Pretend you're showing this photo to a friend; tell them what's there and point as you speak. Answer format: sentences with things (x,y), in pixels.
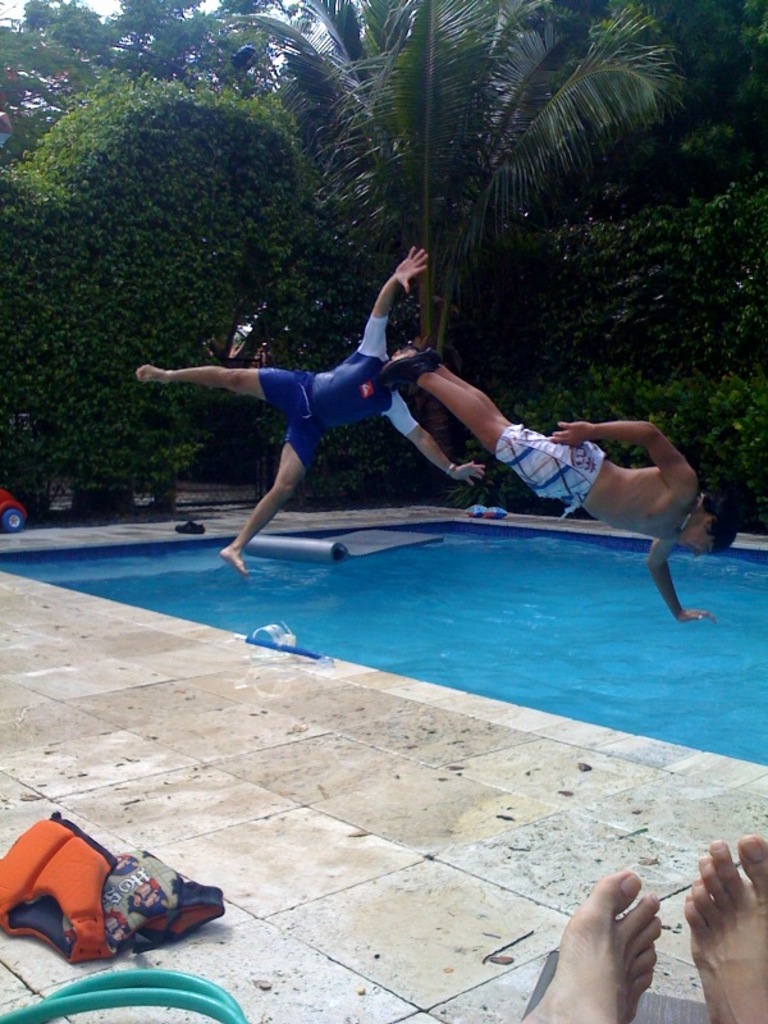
In this image I see 2 persons (531,438) who are in air and I see the water (413,598) over here and I see the floor (282,749) and I see a person's legs (735,1006) over here. In the background (605,327) I see number of trees (661,96) and I see the green color thing (101,1002) over here.
